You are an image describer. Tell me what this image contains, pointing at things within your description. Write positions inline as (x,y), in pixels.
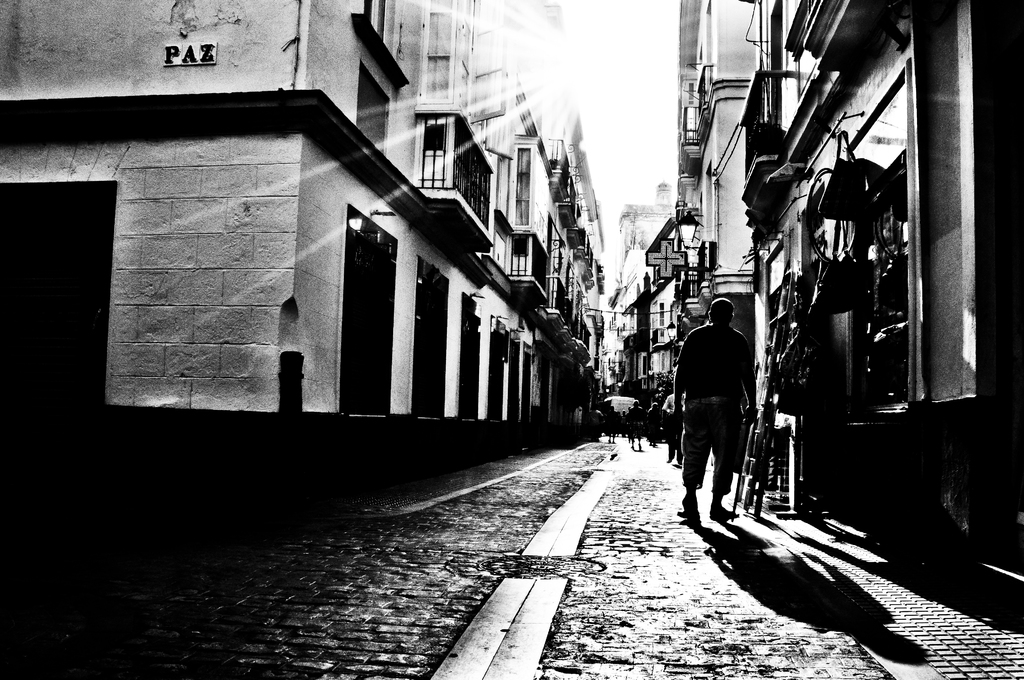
In the picture we can see a black and white photograph of the buildings (996,512) in the middle of it we can see a path (950,630) with a man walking near the building wall (924,150) and in the background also we can see some people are walking on the path (937,629) and we can see a sunshine (630,76).
